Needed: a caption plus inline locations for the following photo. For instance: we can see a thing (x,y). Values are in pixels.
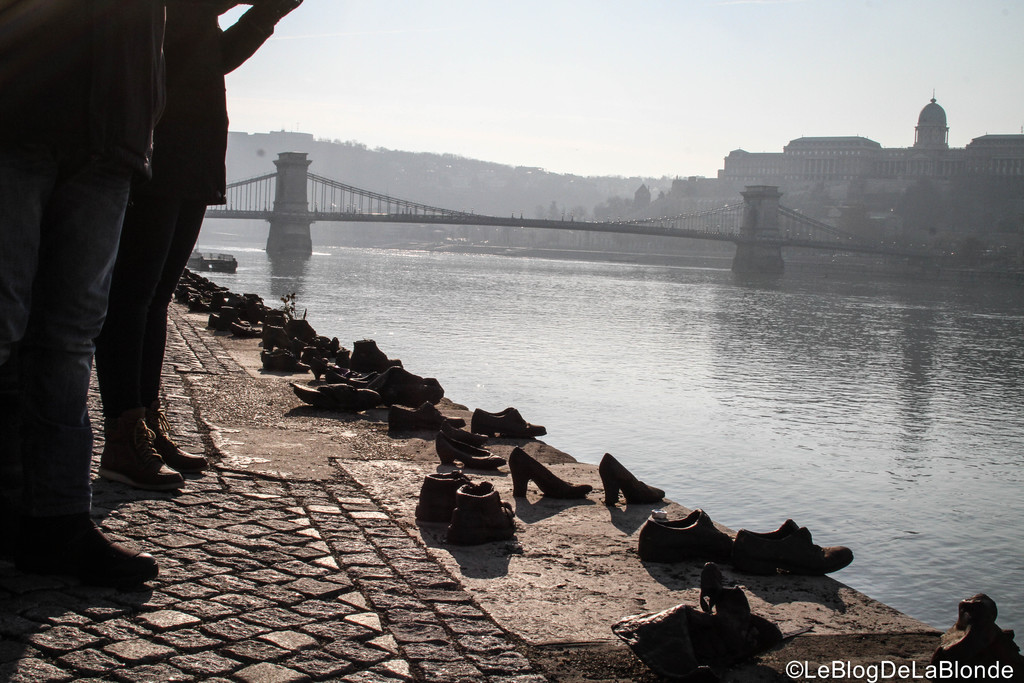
In this image, we can see some water (798,333). We can see the bridge (688,228). We can see the legs (6,204) of people (184,91). We can see the ground (327,434) with some footwear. We can see a building (954,156) and some hills (420,157). We can see the sky (477,153).
